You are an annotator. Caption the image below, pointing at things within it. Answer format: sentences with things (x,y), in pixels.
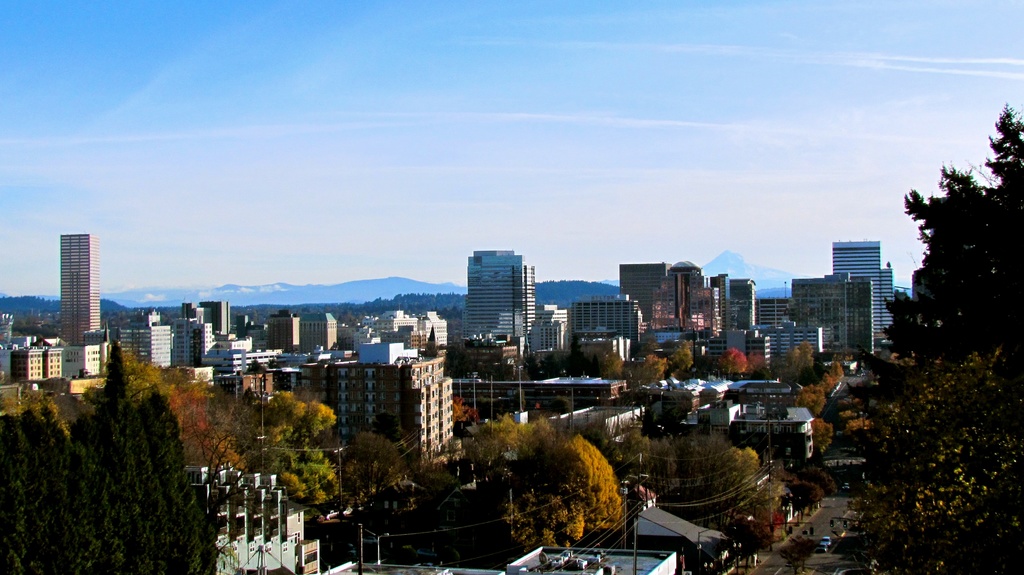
This is an outside view. At the bottom (53,434) there are many trees (465,367) and buildings (202,359). On the right side (826,555) there are few vehicles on the road (824,517). At the top of the image (237,142) I can see the sky (151,160).
